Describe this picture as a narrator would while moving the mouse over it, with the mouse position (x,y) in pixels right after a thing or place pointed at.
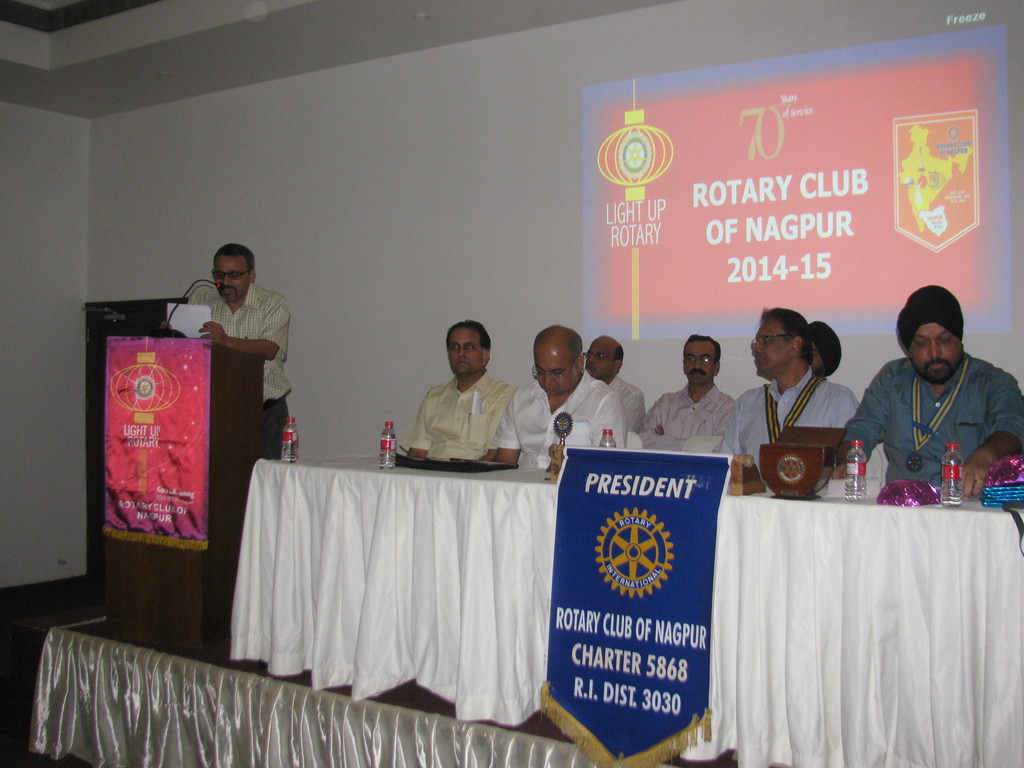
In this image there is a person (277,427) standing on the dais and delivering a speech, on the dais (229,357) there is a mic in front of him, beside the person (225,297) there are a few other people (523,425) seated on chairs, in front of them there are bottles (862,479) of water (851,465) on the table (325,484), behind them there is a screen (645,294).
